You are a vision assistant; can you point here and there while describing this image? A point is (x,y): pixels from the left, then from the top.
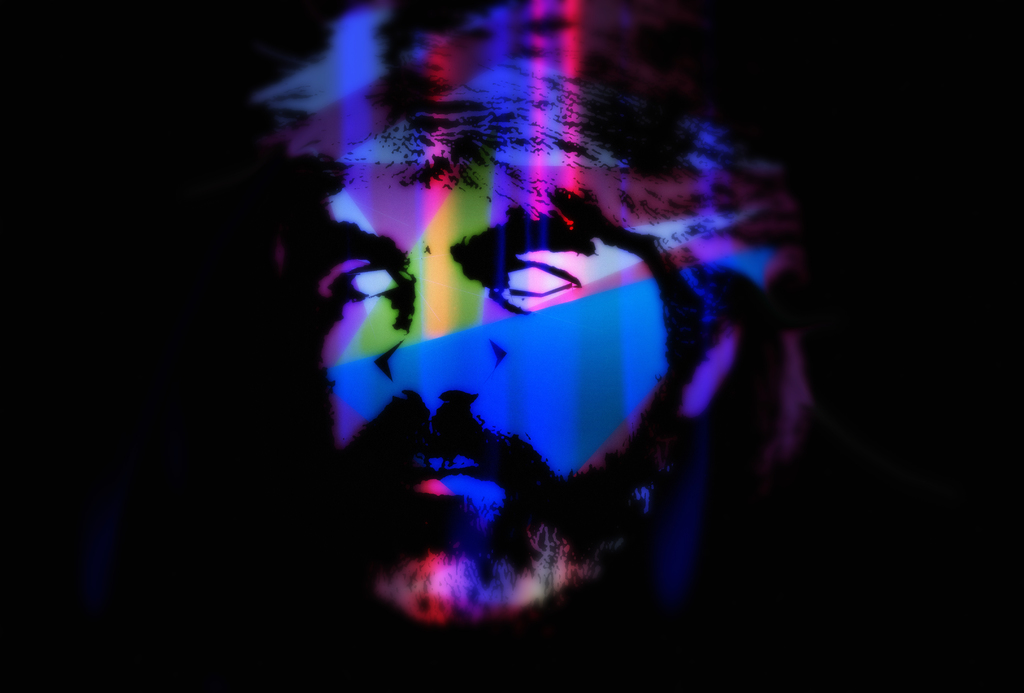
This is an animation in this image in the center (583,242) there is one person (601,291).
